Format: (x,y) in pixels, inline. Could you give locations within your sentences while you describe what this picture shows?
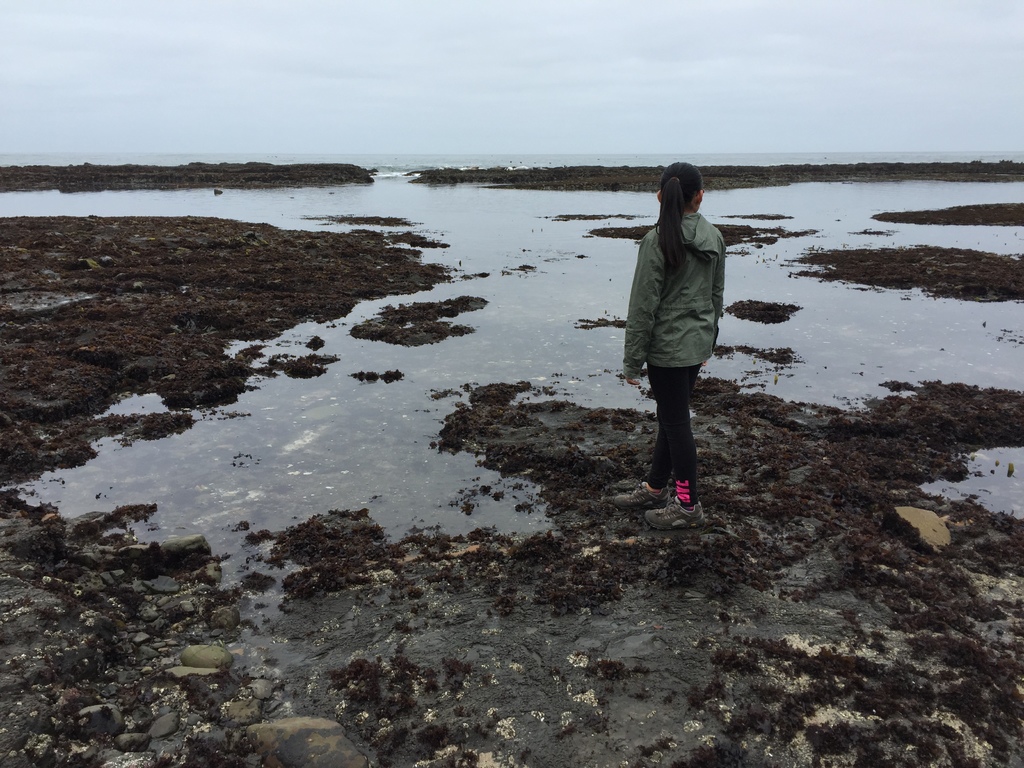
In this image we can see a person (630,317) wearing a jacket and standing on the rocks (59,398), in the background (538,137) we can see the sky (545,150).
